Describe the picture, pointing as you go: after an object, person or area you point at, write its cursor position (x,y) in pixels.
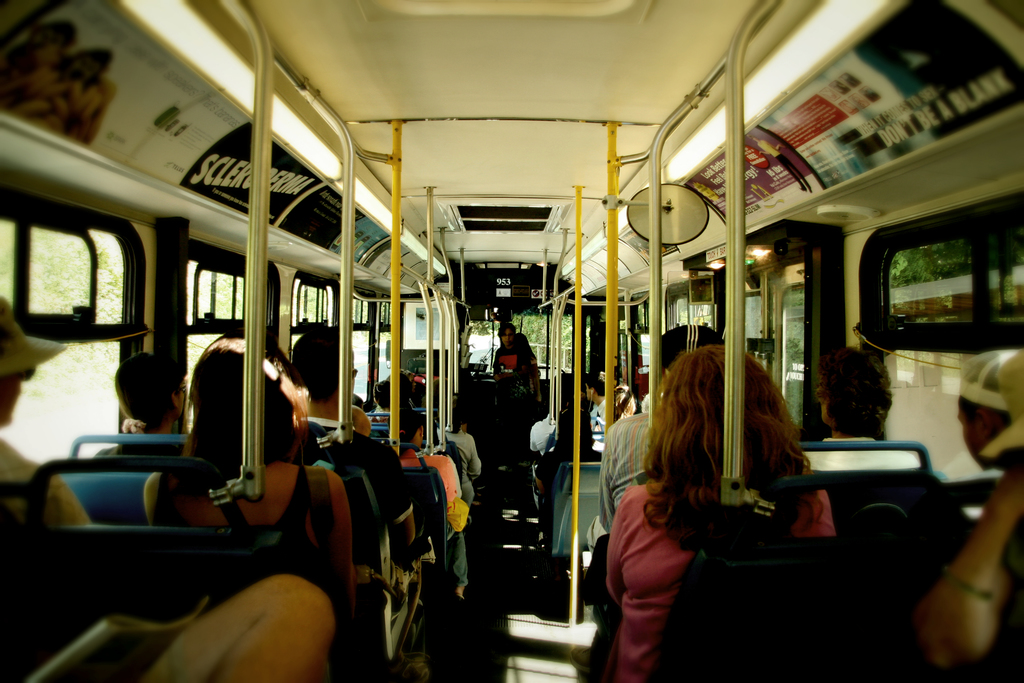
In the picture we can see an inside view of the bus (25,405) with many seats (916,547) and people (292,403) sitting on it and beside them, we can see the poles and in the background (517,378) we can see a person (519,398) standing near the windshield (533,326).
